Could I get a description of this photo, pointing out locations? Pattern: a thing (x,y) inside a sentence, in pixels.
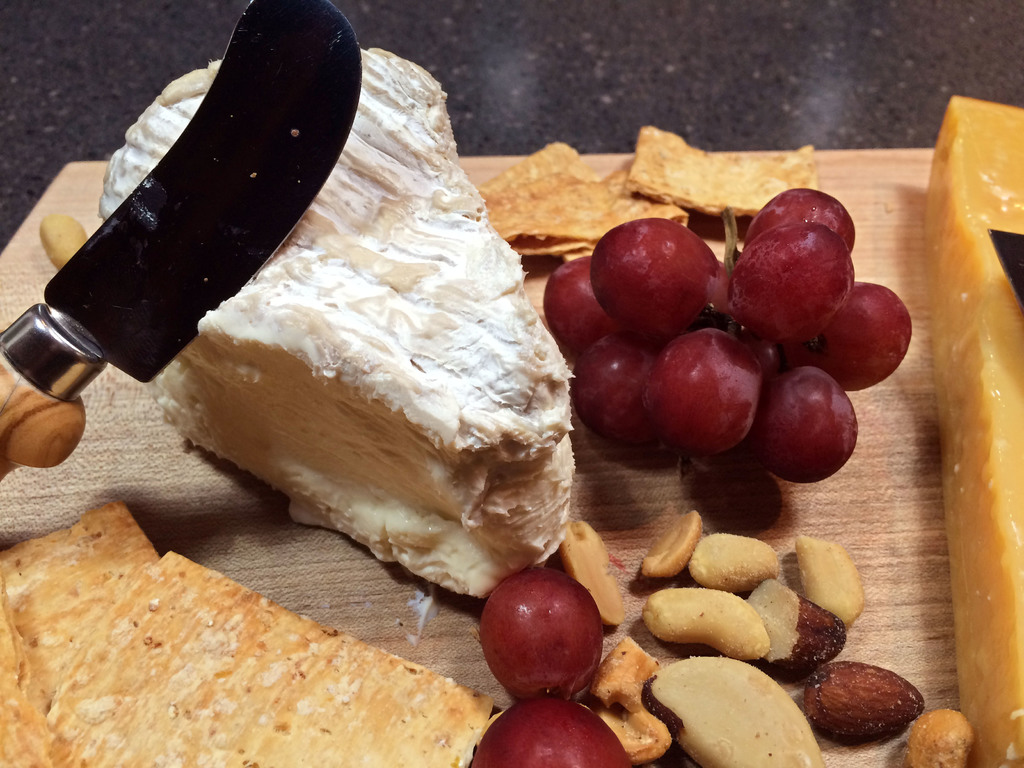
In the image we can see there is a cheese (461,293), grapes (823,411) and dry fruits (717,637) kept on the table (901,567). There is a knife (251,272) kept on the cheese (348,409).
